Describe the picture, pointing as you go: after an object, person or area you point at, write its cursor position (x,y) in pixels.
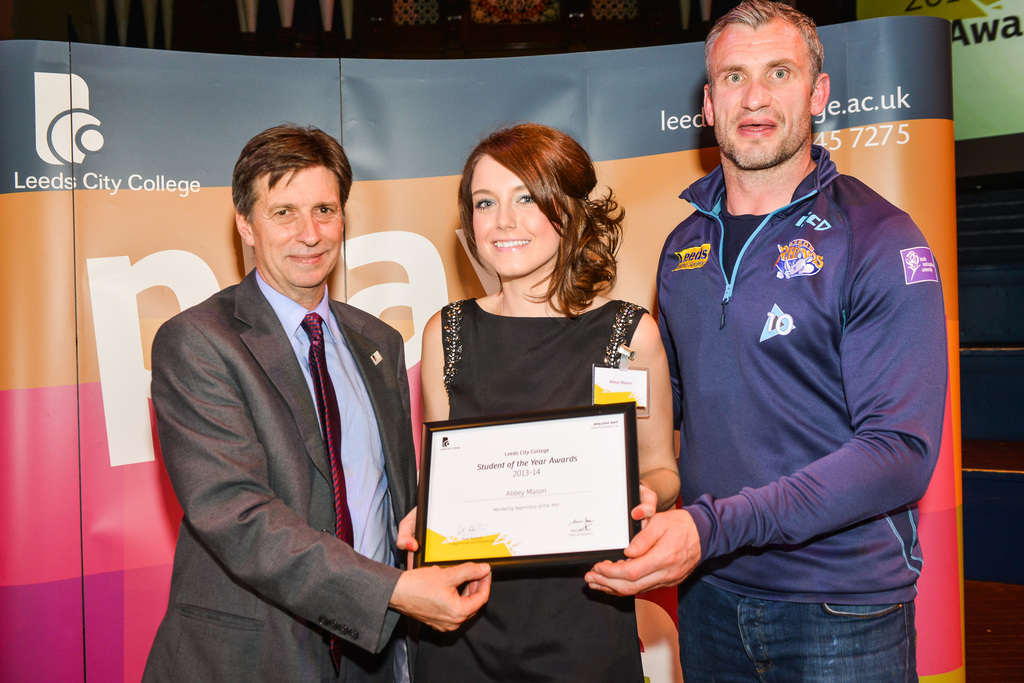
In this picture there are three members (528,411) standing. Two of them were men (674,404) and one of them was a woman (498,373). She is wearing black color dress (519,375) and holding a frame (480,493) in her hands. In the background (78,305) there is a poster (209,153) in different colors.
